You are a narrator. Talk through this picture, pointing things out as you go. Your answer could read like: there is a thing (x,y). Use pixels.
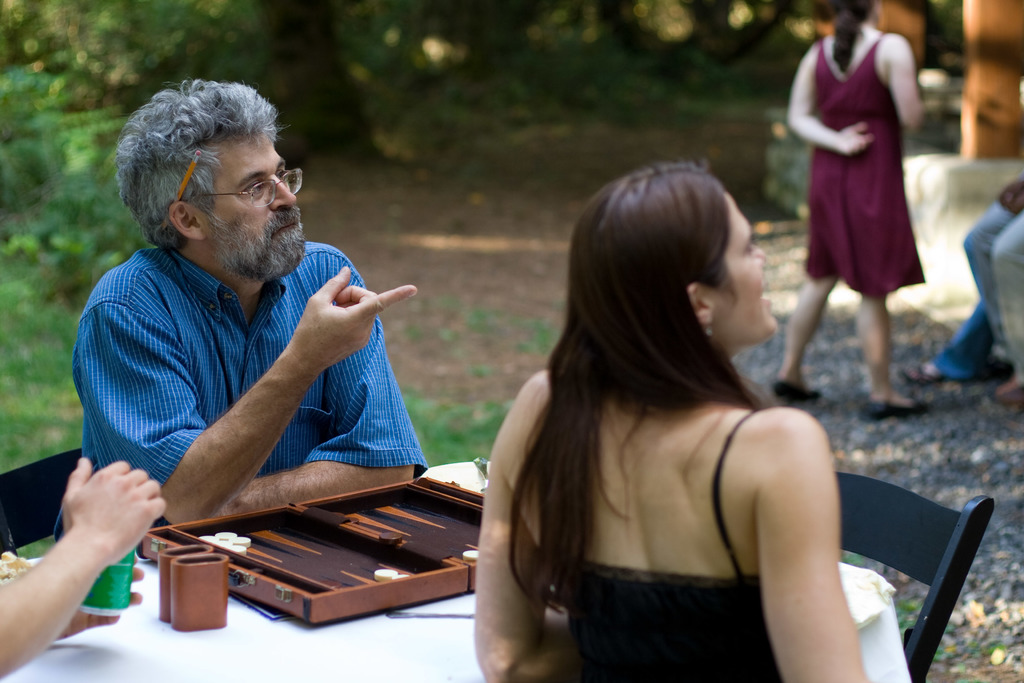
This picture is of outside. On the right corner (998,248) there are two persons (1002,318) seems to be sitting and there is a woman (860,117) standing on the ground (972,426). In the foreground (681,350) there is a woman (701,604) seems to be sitting on the chair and there is a box (334,570) placed on the top of the table (142,625). On the left (229,335) there is a person (256,354) wearing blue color shirt (135,389) and sitting on the chair (24,488). In the background (48,80) there are some plants (102,66) and grass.
